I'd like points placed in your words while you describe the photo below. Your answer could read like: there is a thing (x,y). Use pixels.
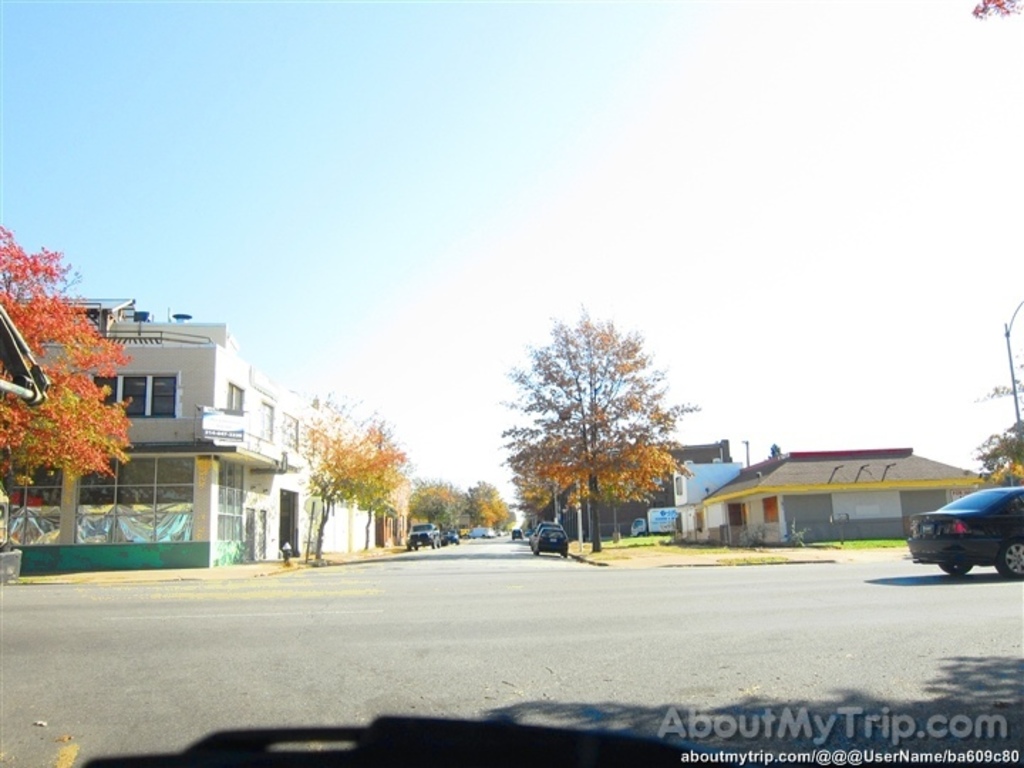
In the image I can see a place where we have some buildings (804,455), houses (778,494) and also I can see some trees (383,482), cars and some poles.
